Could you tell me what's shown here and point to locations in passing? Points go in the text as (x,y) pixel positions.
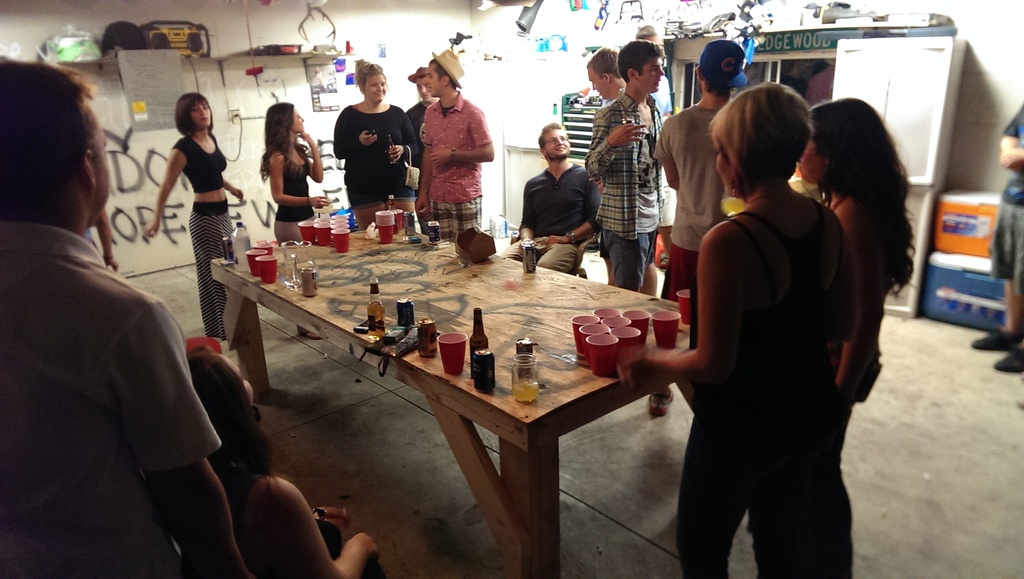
In this image I can see people (364,68) where few are sitting and rest all are standing. I can also see few of them are wearing caps (737,55). Here on this table (443,299) I can see few bottles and number of cups (658,322). In the background (983,302) I can see containers (964,239) and few more stuffs (188,32). Here I can see smile on few faces (551,150).
